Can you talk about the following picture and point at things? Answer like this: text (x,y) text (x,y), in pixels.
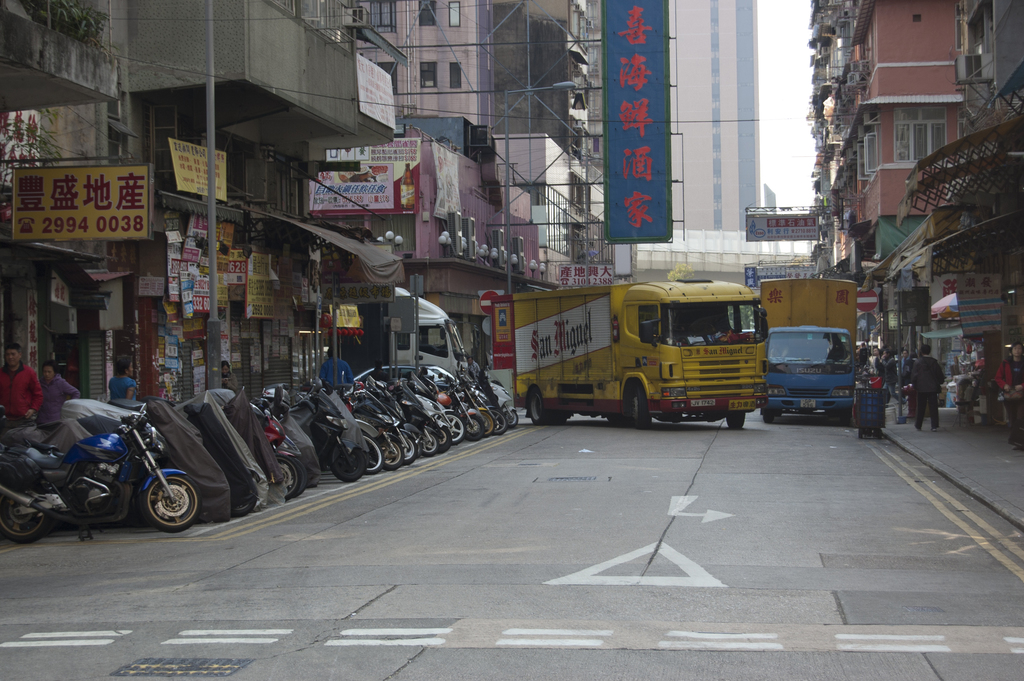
In this image we can see vehicles (411,424) on the road (572,536). In the background (426,217), we can see buildings (151,250), shops (1008,249) and banners (988,290). We can see people (28,411) on the both sides of the image. There is a pole (215,204) on the left side of the image (206,335). At the top of the image (770,3), we can see the sky (800,55).
